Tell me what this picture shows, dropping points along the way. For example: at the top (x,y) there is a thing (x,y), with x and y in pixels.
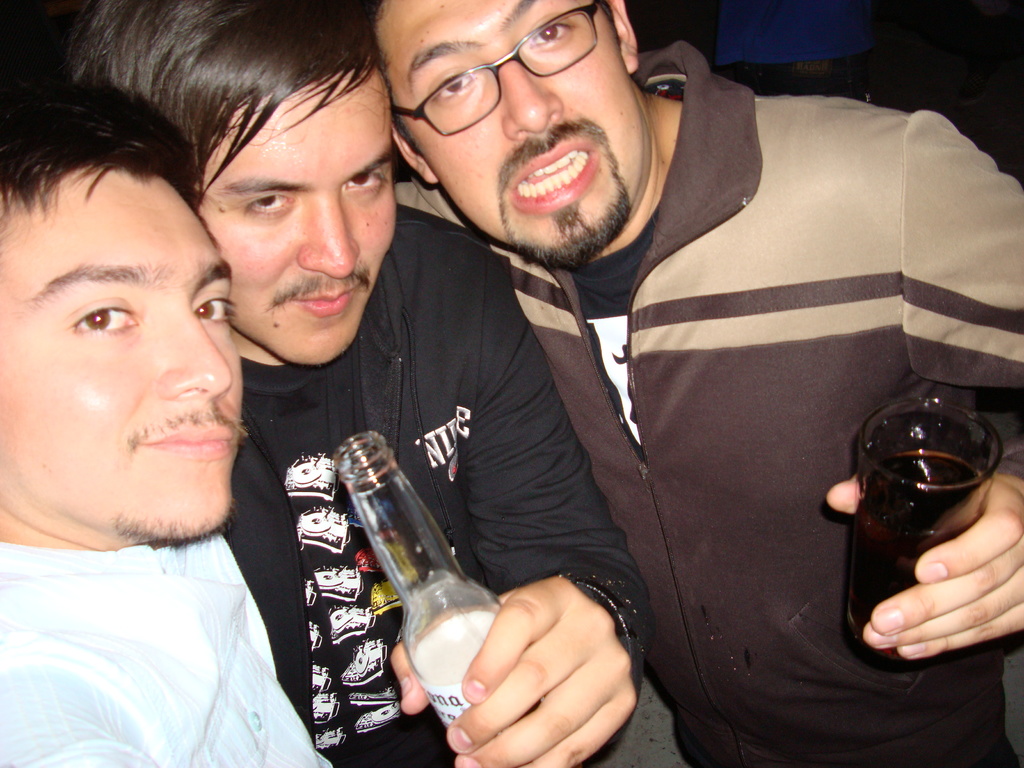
The person (789,352) in the right (802,348) is standing and holding a glass of drink (890,524) and the person (438,416) beside him is holding a bottle (436,600) and the person (123,681) in the left (191,606) is standing.
